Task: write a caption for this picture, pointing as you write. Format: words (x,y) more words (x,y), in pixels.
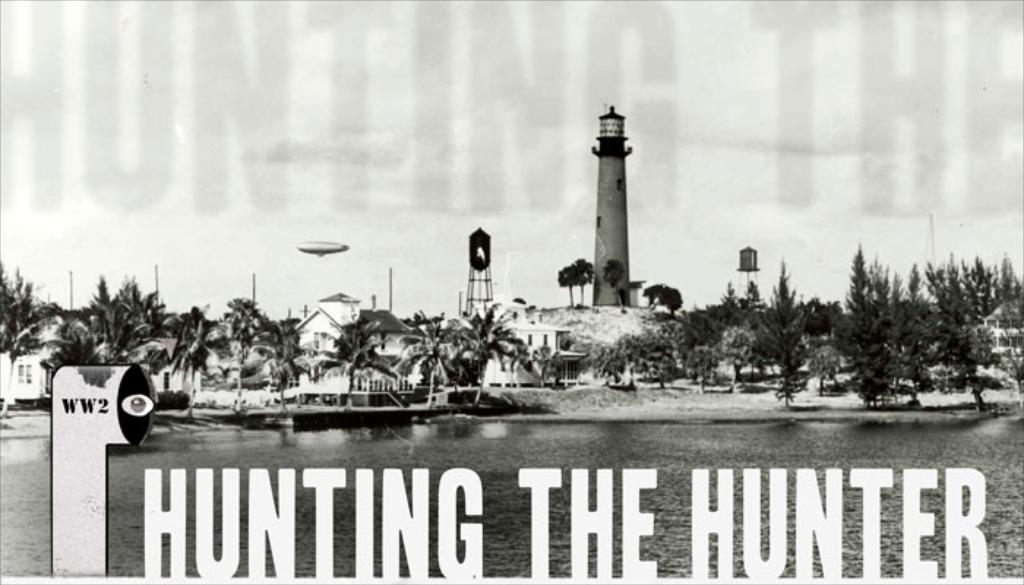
In this picture we can see water (534,453) and in the background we can see buildings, towers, trees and sky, at the bottom (324,501) we can see some text (366,501).
